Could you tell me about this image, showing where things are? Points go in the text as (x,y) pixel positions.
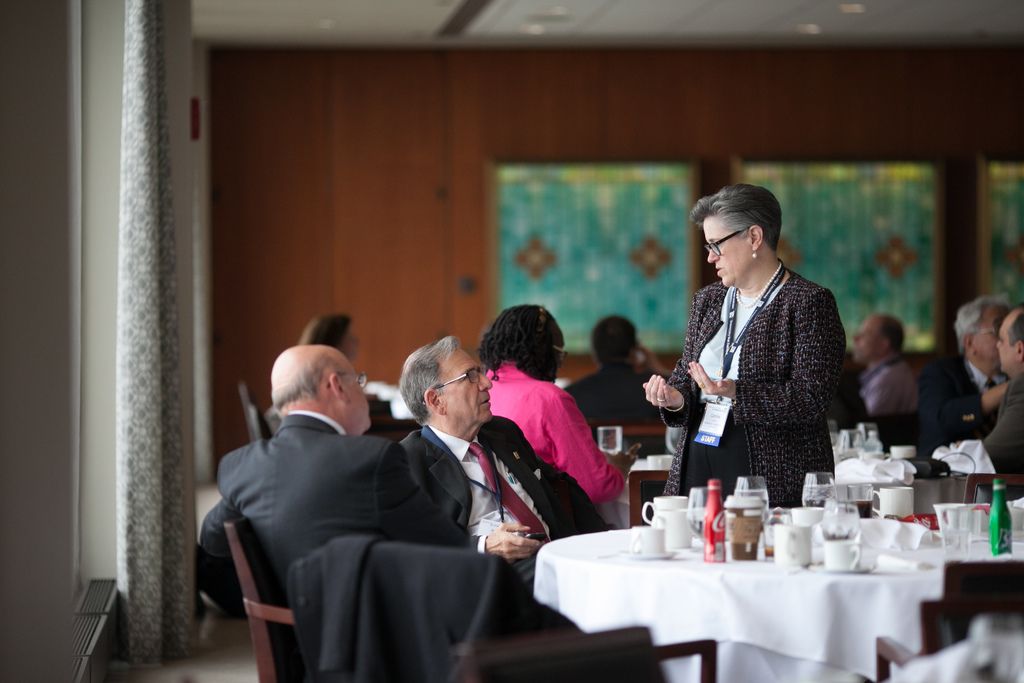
In the image we can see there are people (324,498) who are sitting on chair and the person (719,314) is standing.
